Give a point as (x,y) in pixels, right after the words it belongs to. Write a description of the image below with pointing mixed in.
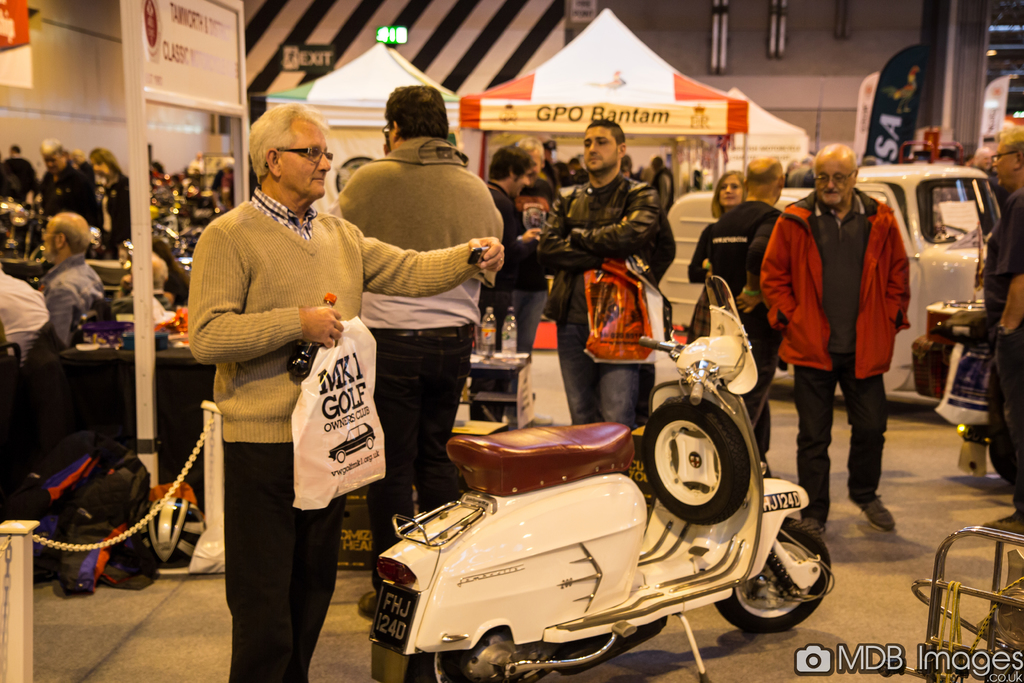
In this image there are people (577,230) in a hall (779,672), in that there are vehicles (698,426) and tents (370,108) few people (54,304) are sitting and few are doing different activities, in the bottom right (865,644) there is a text (929,644).
